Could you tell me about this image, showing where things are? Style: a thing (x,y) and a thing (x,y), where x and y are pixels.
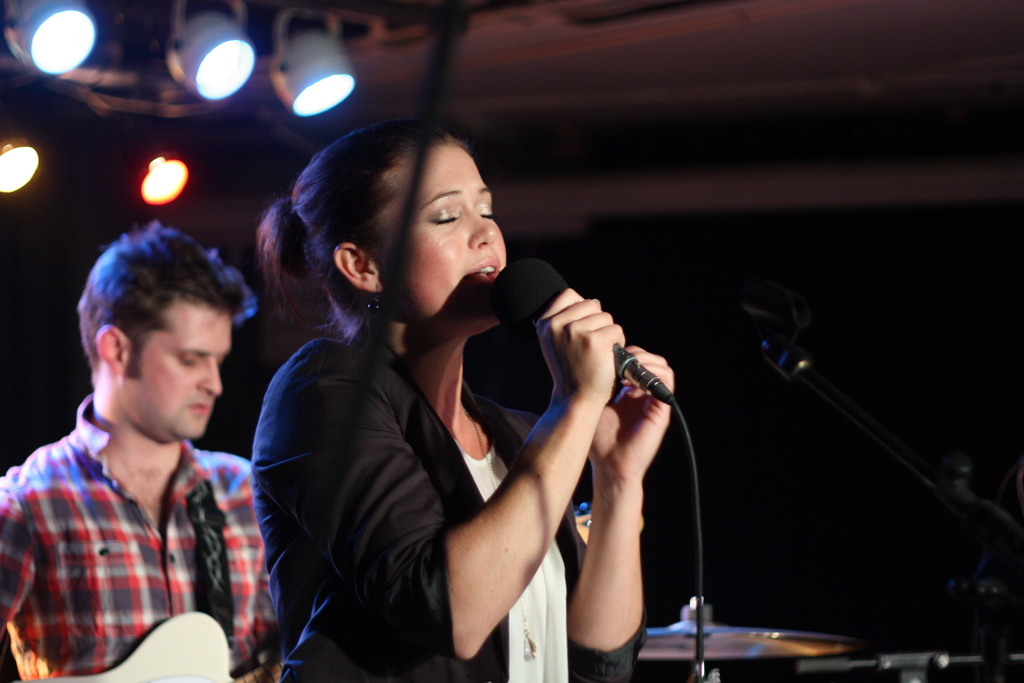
A woman (427,577) is singing with a mic (519,310) in her hand (543,322). A man (118,611) is playing guitar (214,636) behind her.
